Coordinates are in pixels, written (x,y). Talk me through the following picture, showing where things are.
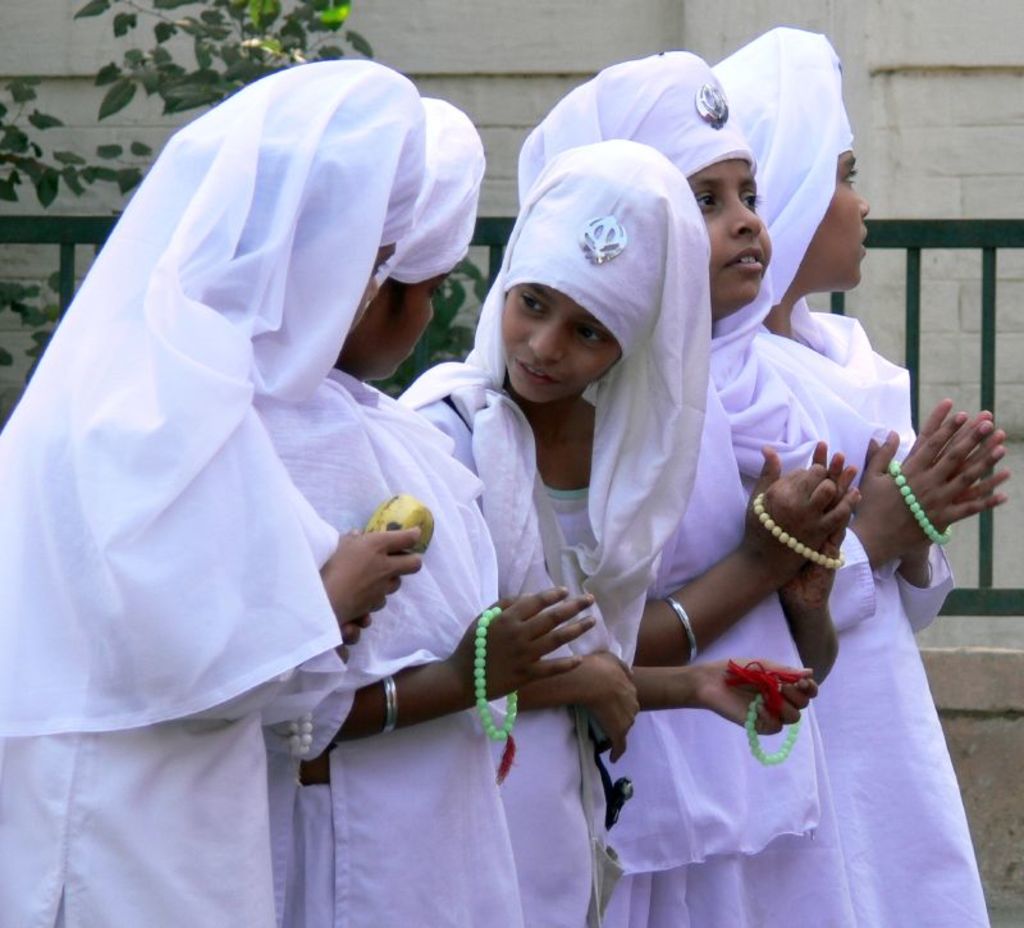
In the center of the picture (346,336) we can see a group of girls (537,713) in traditional costumes (870,364). In the background (329,53) there are plant (209,91), railing (498,231) and wall (560,29).
